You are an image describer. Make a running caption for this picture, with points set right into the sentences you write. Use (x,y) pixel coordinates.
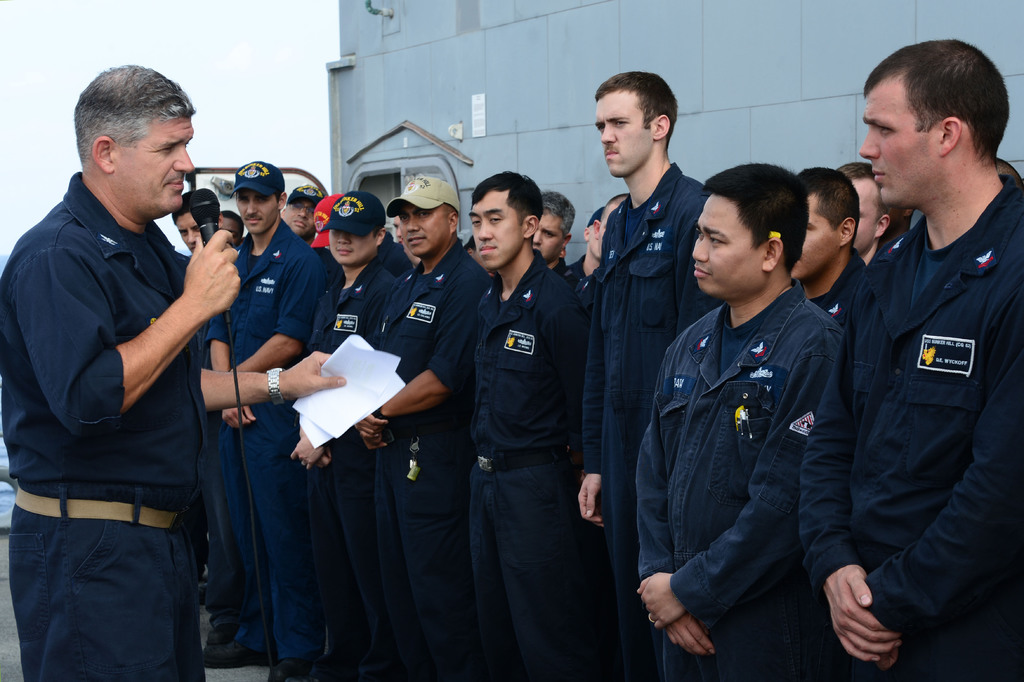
In this image we can see so many men (611,329) are standing. They are wearing blue color uniforms (968,442). Behind them, there is a grey color wall (819,55). We can see the white color sky (102,44) in the left top of the image (57,71). One man (55,211) is standing on the left side of the image (120,590). He is wearing a dark blue color shirt (96,403) with pant (109,564) and holding the mic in one hand (201,312) and a paper (332,390) in the other hand (320,379).
